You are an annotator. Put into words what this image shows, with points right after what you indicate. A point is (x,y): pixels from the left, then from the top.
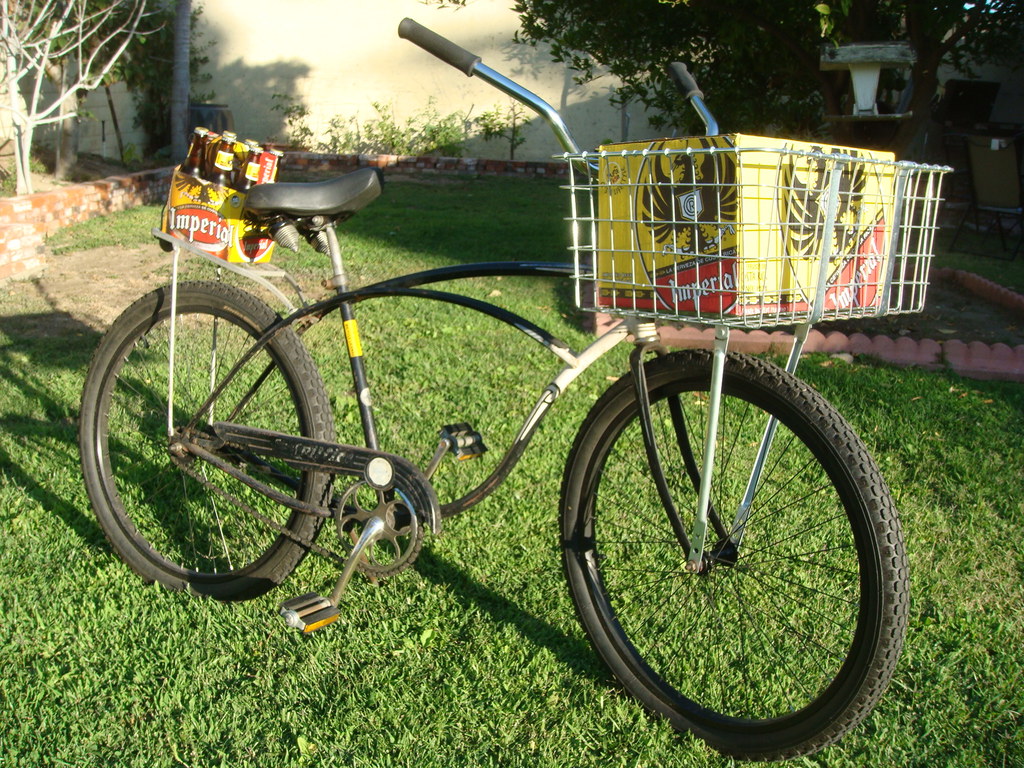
In the image we can see a bicycle (264,467). There are bottles (195,149) and a box (736,182), grass (385,415), plant (428,128), wall (392,91), pole (181,82) and trees (761,45). We can even see there are chairs (971,211).
